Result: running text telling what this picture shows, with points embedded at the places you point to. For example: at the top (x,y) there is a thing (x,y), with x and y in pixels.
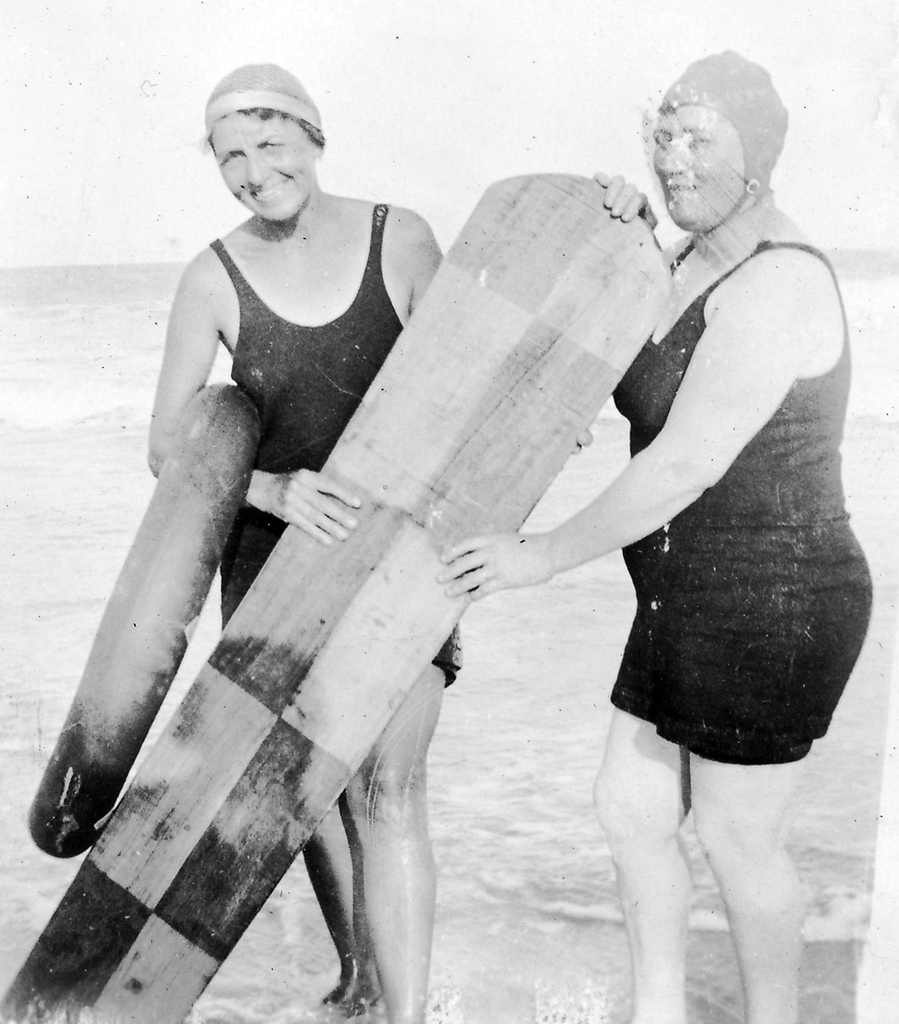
In the picture we can see two women (556,566) holding a surfboard (487,464), they are in the sand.
